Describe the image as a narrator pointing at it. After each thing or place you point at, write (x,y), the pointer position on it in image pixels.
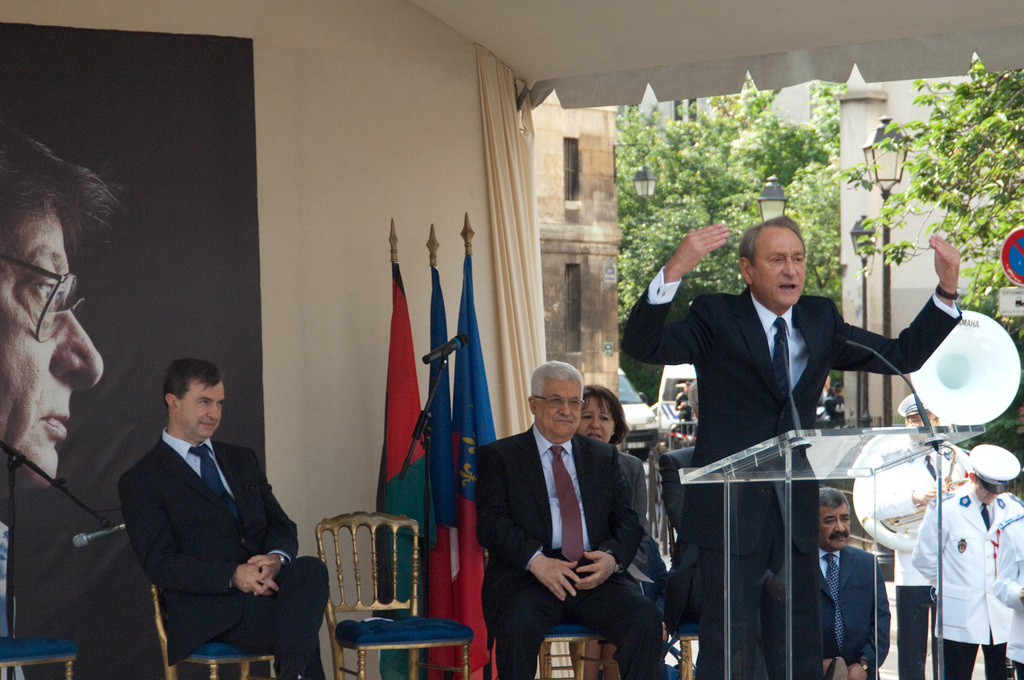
In this image there is a person (858,335) standing near the podium (751,656), there are mics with the mics stands (941,520), and there are group of people (631,643) sitting on the chairs (359,578), there are flags (460,536) with the poles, vehicles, lights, poles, sign board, houses (578,242), trees (807,205), group of people (935,531) standing, a person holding a musical instrument (992,325).
